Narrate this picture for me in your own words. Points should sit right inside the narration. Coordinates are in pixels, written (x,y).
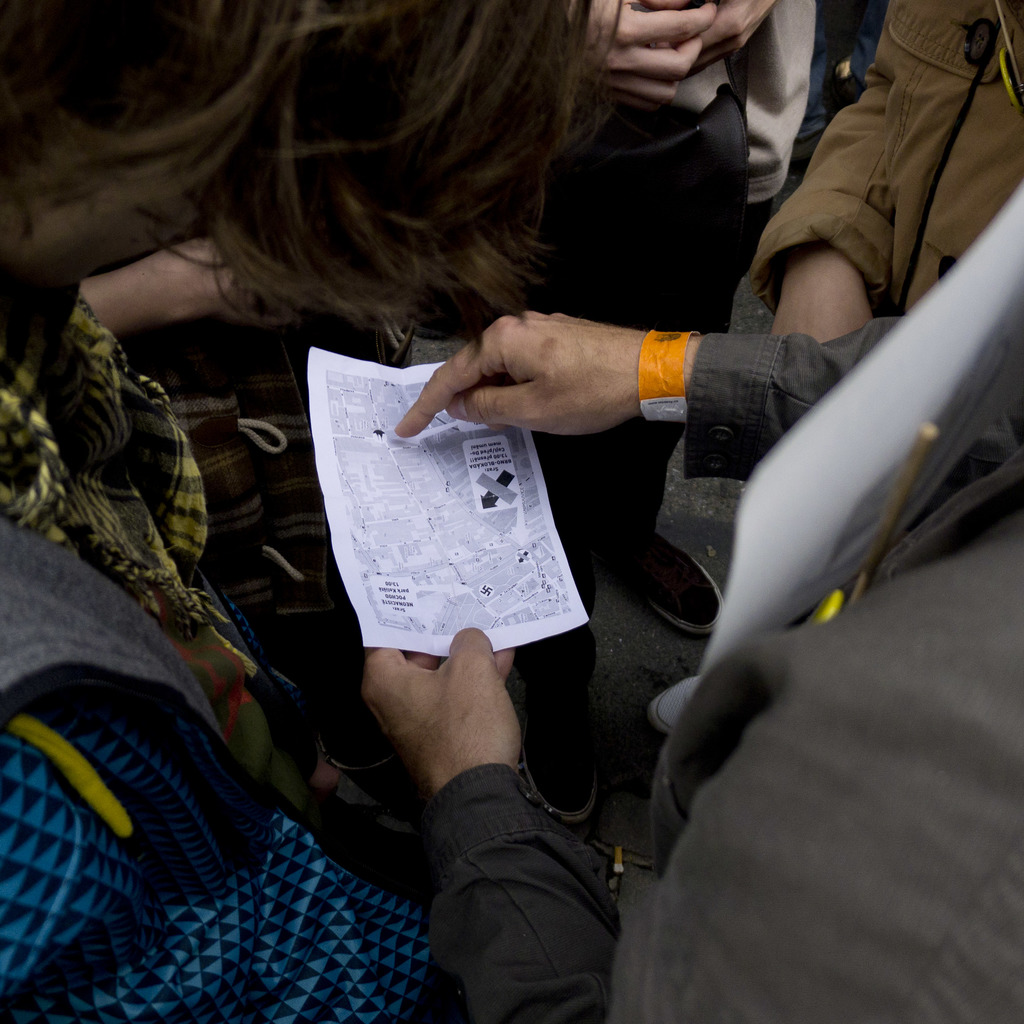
Here we can see few persons (598,919) and he is holding a paper (391,407) with his hands (485,676).
